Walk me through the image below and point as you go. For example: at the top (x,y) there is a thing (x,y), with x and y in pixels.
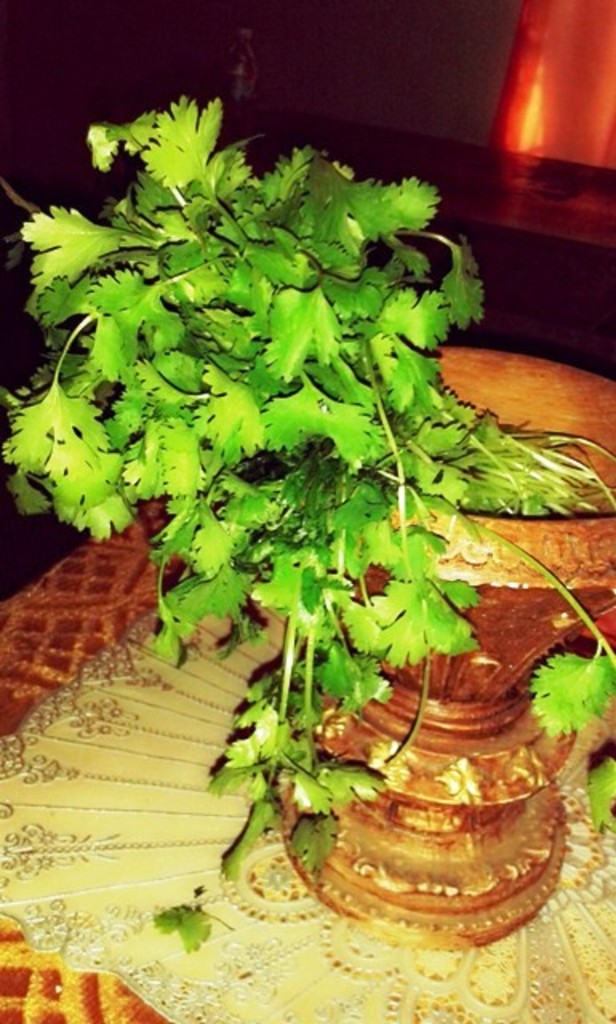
In this image in front (386,910) there is a flower pot (402,861) on the table (260,893). Behind the table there is another table (561,200). On top of it there is a water bottle (235,65). In the background of the image (328,68) there is a wall (379,75). There is a curtain (551,70).
